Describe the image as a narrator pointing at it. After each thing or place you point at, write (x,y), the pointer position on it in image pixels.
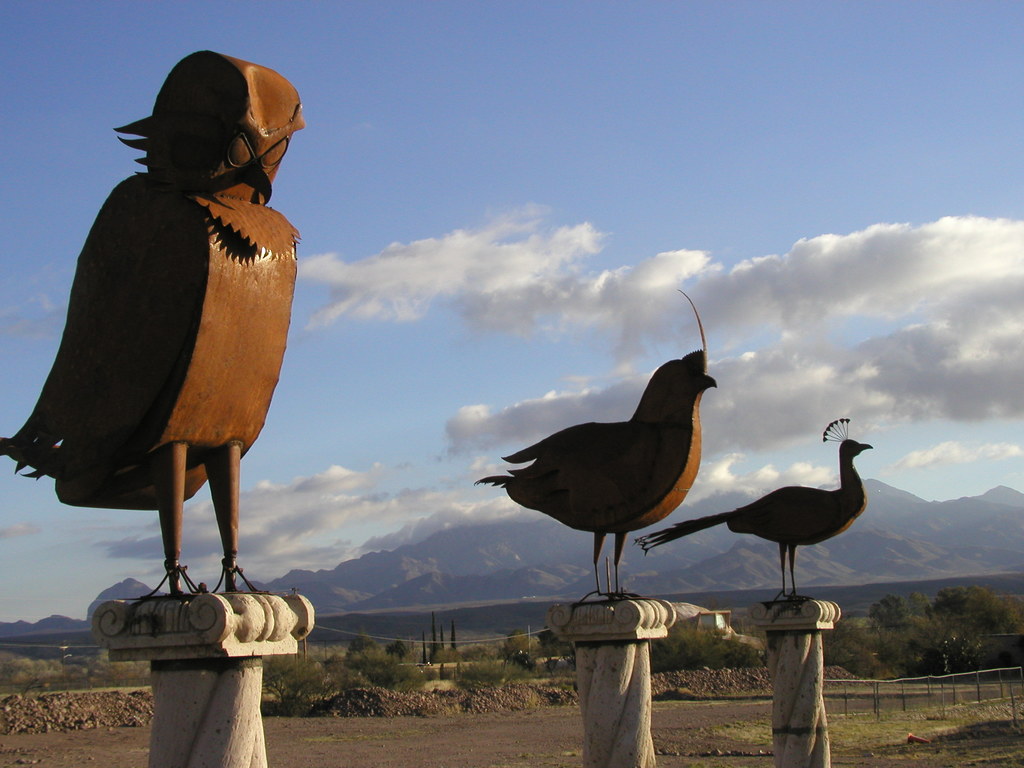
In this image we can see some sculptures (532,495) on the stands (826,754). On the backside (874,693) we can see a fence (932,691), grass (922,711), the heap of stones (416,715), a group of trees (383,675), poles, the mountains (407,561) and the sky (547,376) which looks cloudy.
